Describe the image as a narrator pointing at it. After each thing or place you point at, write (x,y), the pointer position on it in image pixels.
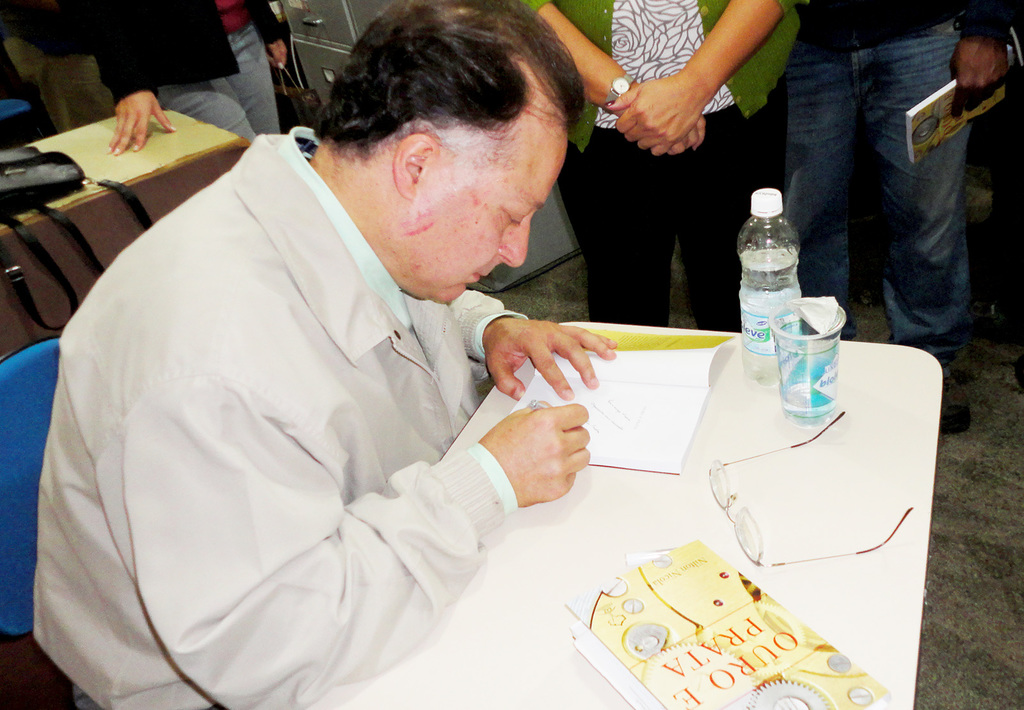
In this picture we can see a man (182,436) sitting on a chair (5,520) and doing some work. In front of the man (248,480) there is a table (490,601) and on the table (491,579) there are books (605,421), spectacles (716,481), glass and a bottle (745,327). Behind the man (262,351) there are a group of people (132,99) standing and a person (895,110) is holding a book (917,111). On the left side of the man (170,234) there is a black bag (26,187) on the other table (47,204).
